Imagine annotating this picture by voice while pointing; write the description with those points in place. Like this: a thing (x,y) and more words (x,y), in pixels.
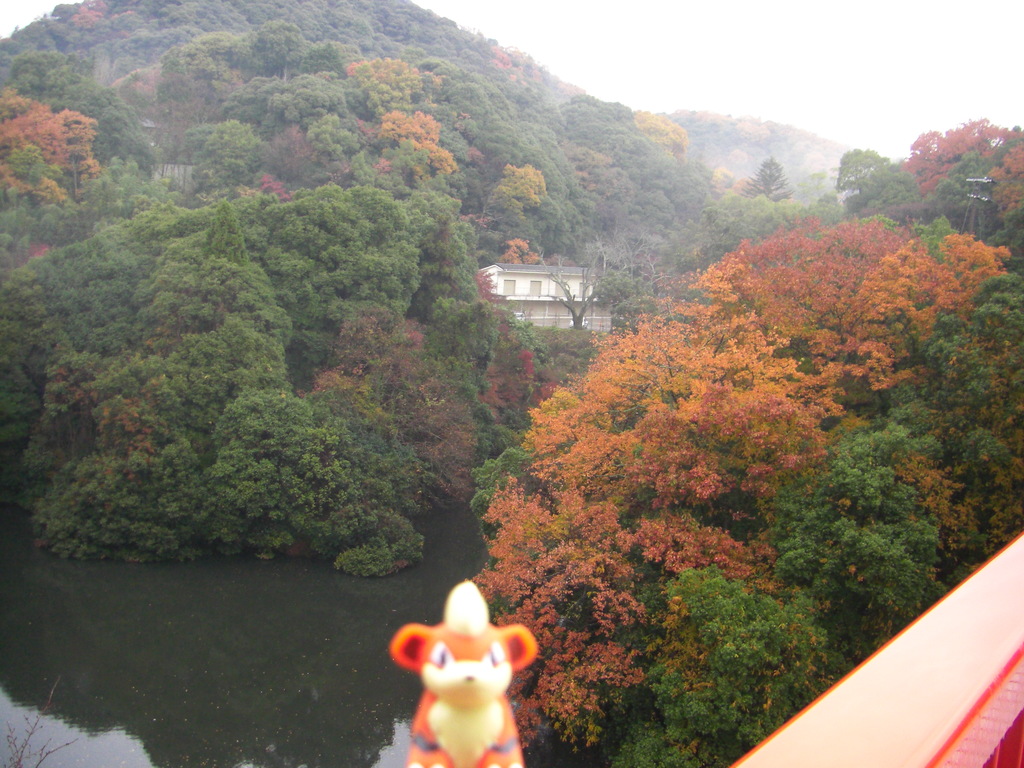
In front of the image there is a toy (494,662) on the platform (823,694). In the center of the image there is a building (579,307). Around the building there are trees (921,427). There is water (63,621). On the right side of the image (806,727) there is some object (793,727). At the top of the image (758,21) there is sky (726,11).
